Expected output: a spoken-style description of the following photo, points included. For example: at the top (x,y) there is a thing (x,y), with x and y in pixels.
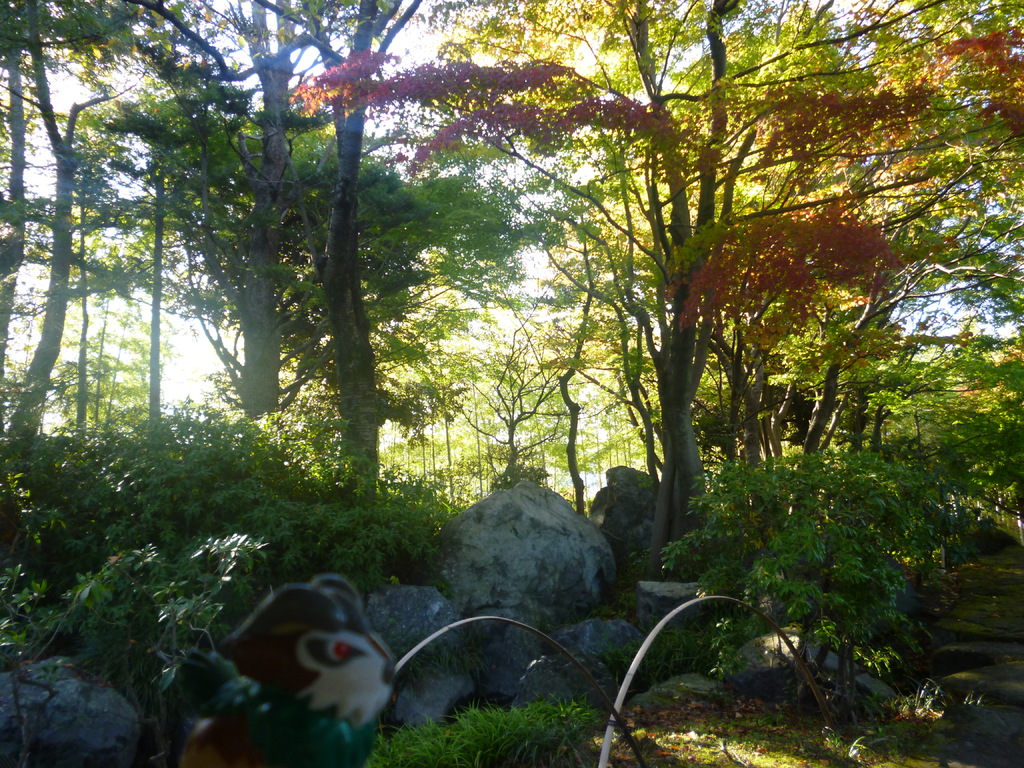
In this image I can see few stones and few trees (257,240) in green and brown color. The sky (473,305) is in white color. In front (207,750) I can see a colorful object (354,654).
